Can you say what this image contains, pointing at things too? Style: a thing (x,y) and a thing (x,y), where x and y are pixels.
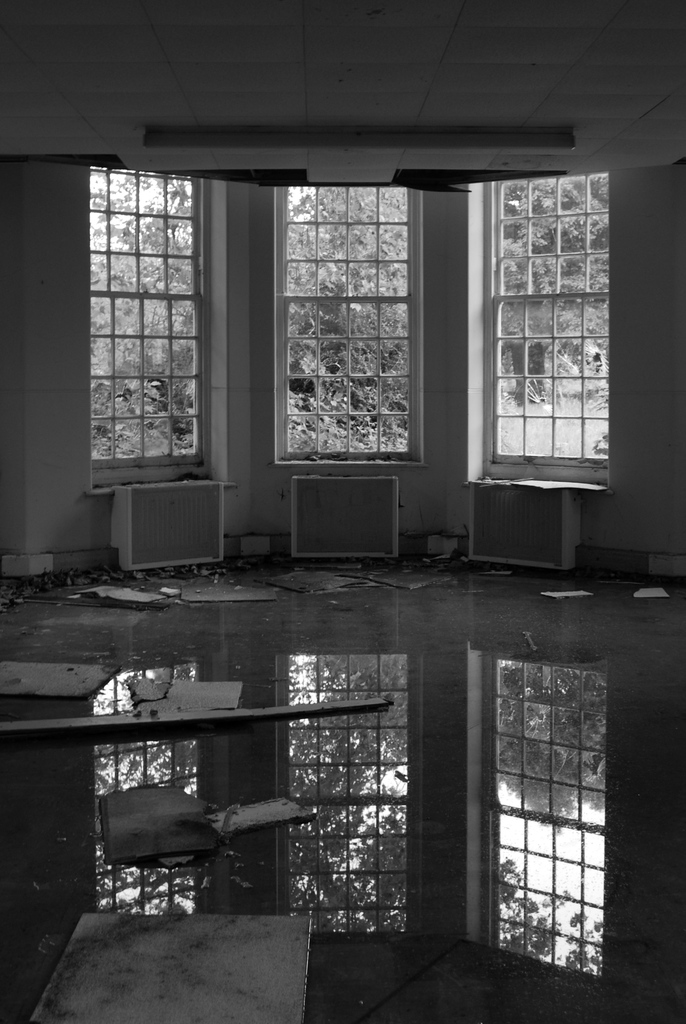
This is a room (339,629). In this room (335,656) there is a wall (441,329) with windows (316,344). There are boxes (181,542) near the windows (494,353). On the floor (294,631) there is water (357,743). We can see the reflection (282,749) of windows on the floor (267,850). Also there are some boards (174,712) on the floor (423,945). Through the windows (375,329) we can see trees (146,361).
